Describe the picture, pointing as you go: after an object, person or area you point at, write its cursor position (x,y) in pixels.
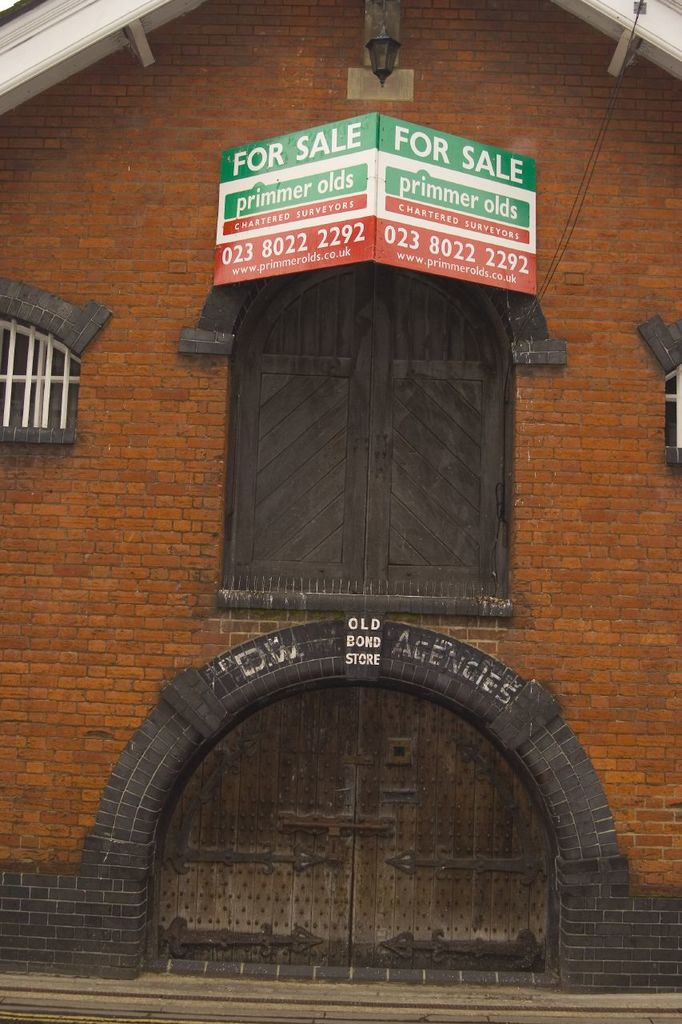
In this image, we can see doors (327,517), windows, a board (237,228) and a light (376,72) to a building (559,393).
